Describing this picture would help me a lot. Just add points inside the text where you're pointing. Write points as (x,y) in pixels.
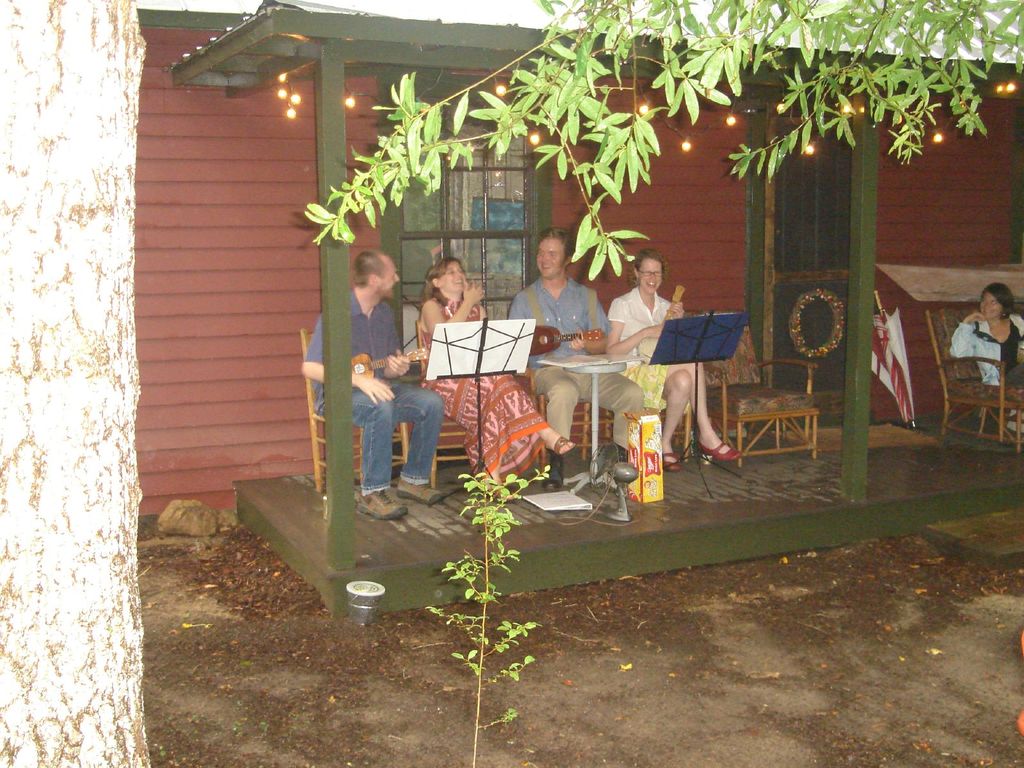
In this image I can see a tree trunk (53,319) on the left side (50,13) and on the top right side of this image (778,155) I can see leaves (857,5). I can also see a plant (468,491) in the front (465,593) and in the background (949,241) I can see a house (295,262) and number of people (1015,328) are sitting on chairs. I can also see most of them are holding musical instruments (363,362) and in the front of them I can see two stands (514,372), a table (588,363), a box (633,454) and few other things (627,490). Behind them I can see a window (534,226) and on the right side (810,184) I can see an empty chair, a door (839,398) and an umbrella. On the top side of this image (1007,89) I can see number of lights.
